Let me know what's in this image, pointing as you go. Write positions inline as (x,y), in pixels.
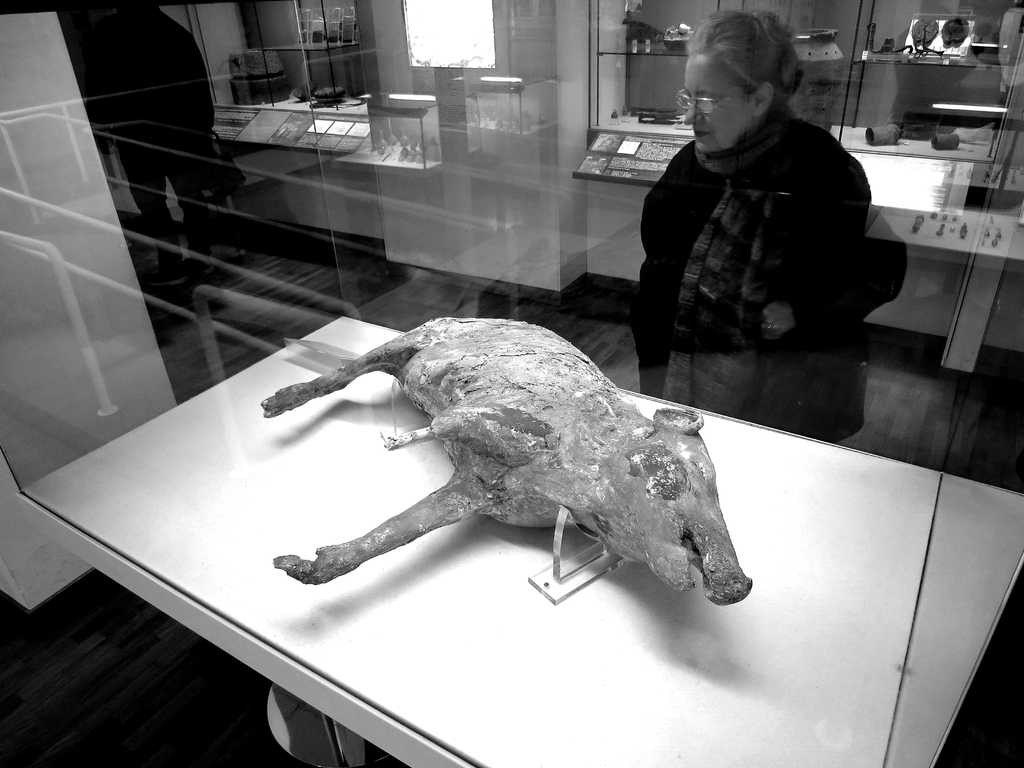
In this image there is a woman (742,189) standing, there is a man (156,69) standing, there is a table (552,671) towards the bottom of the image (712,682), there is an animal (518,416) on the table (636,574), there is the wall (552,43), there are shelves (870,58), there are objects (949,42) on the shelves (380,112), there is a light (485,39) towards the top of the image (463,26), there is a pillar (43,358) towards the left of the image (77,441).
